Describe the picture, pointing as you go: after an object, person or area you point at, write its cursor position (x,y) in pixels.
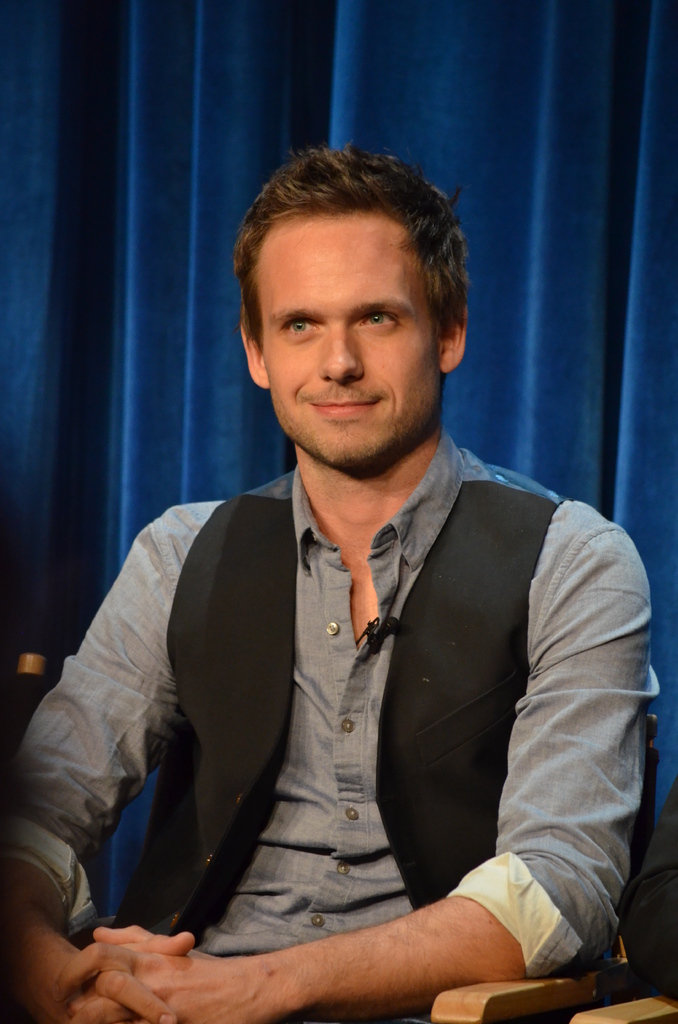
In this image I can see the person (430,514) sitting and the person (411,818) is wearing gray and black color dress (367,833). Background (314,105) I can see few curtains (308,136) in blue color.
